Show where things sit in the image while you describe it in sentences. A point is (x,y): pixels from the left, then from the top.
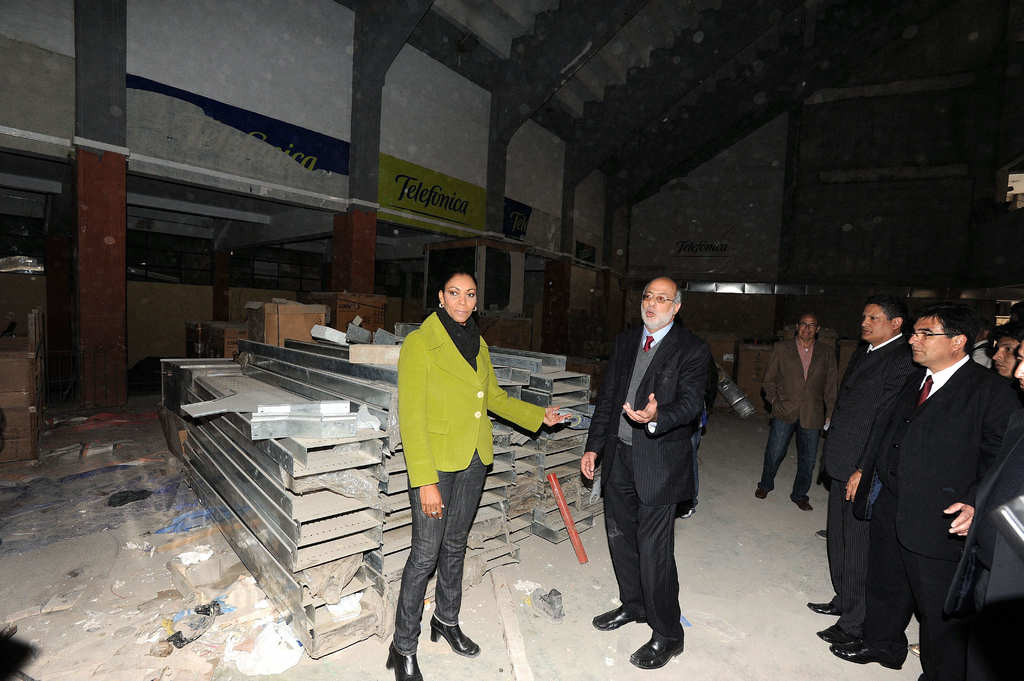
In the foreground of this image (937,436), on the right (932,443), there are men (894,418) standing wearing suits (999,437). In the middle (629,435), there is a man (610,473) and a woman (449,484) standing in suits (440,442). Behind them, there are steel bars (321,502), few covers (214,627) on the floor (125,526), cardboard boxes (217,331), pillars (370,241) and posters (452,205) are in the background (574,193). On the top (724,52), there is inside view of the roof (786,55).
